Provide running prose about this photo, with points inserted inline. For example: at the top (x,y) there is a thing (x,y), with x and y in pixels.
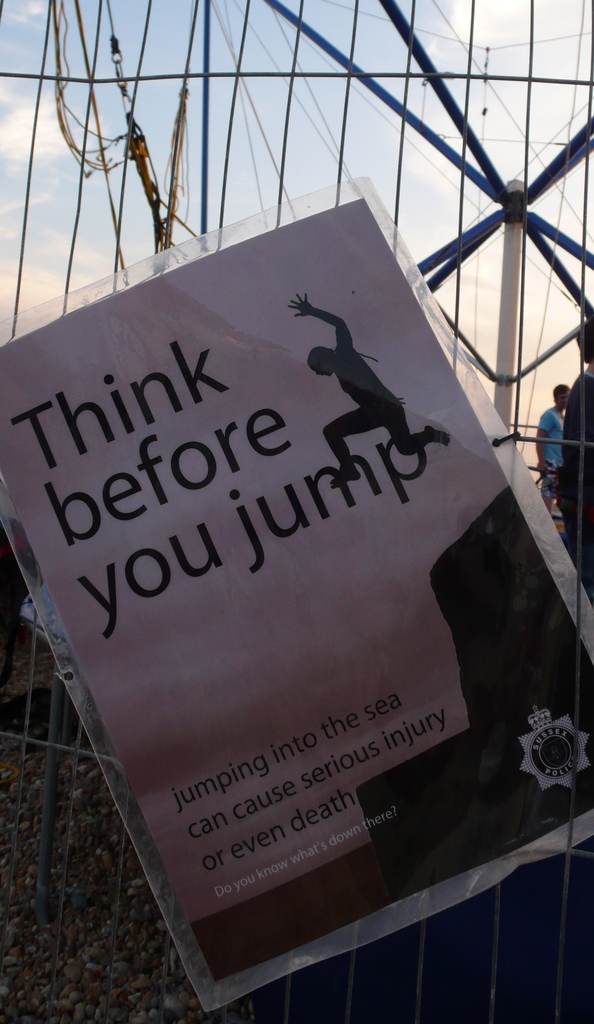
In this picture we can see a paper (268,392) on the fence (404,110), in the background (472,253) we can find few people (554,458) and metal rods (533,366).
